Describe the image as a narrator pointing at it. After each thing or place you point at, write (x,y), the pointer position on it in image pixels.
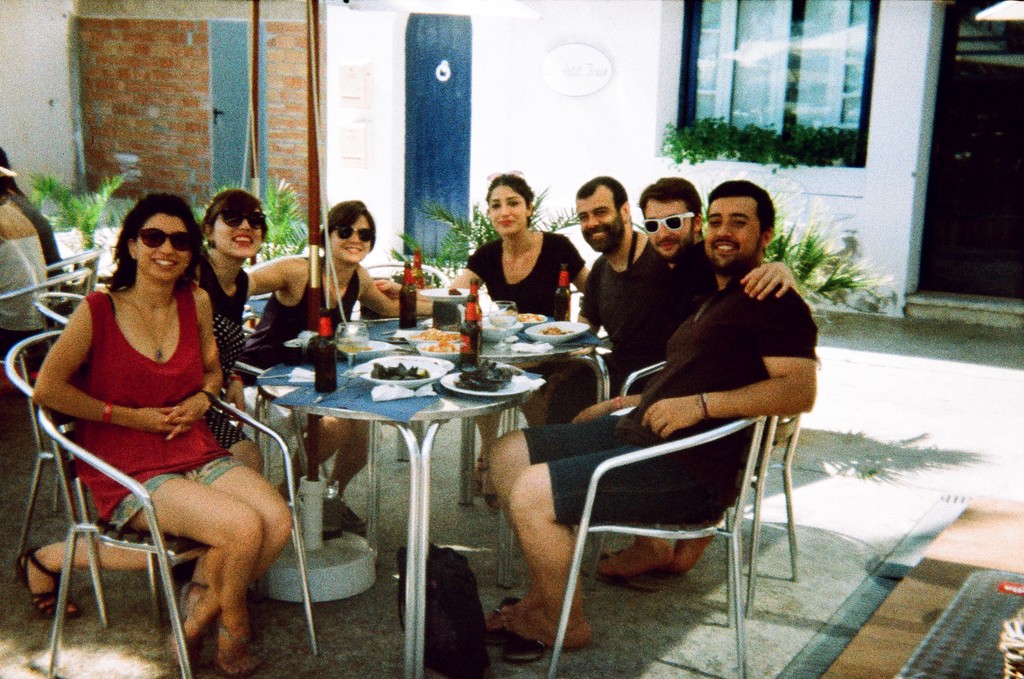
In this image I can see a few people (707,360) are sitting on the chairs (87,459), smiling and giving pose to the picture. In the middle of this person's (646,400) there is a table (394,402). On the table (420,415) I can see few bowls (420,380) with food items (479,368), bottles (329,359) and glasses (357,340). In the background (355,69) there is a wall (843,209) and plants (794,251).
